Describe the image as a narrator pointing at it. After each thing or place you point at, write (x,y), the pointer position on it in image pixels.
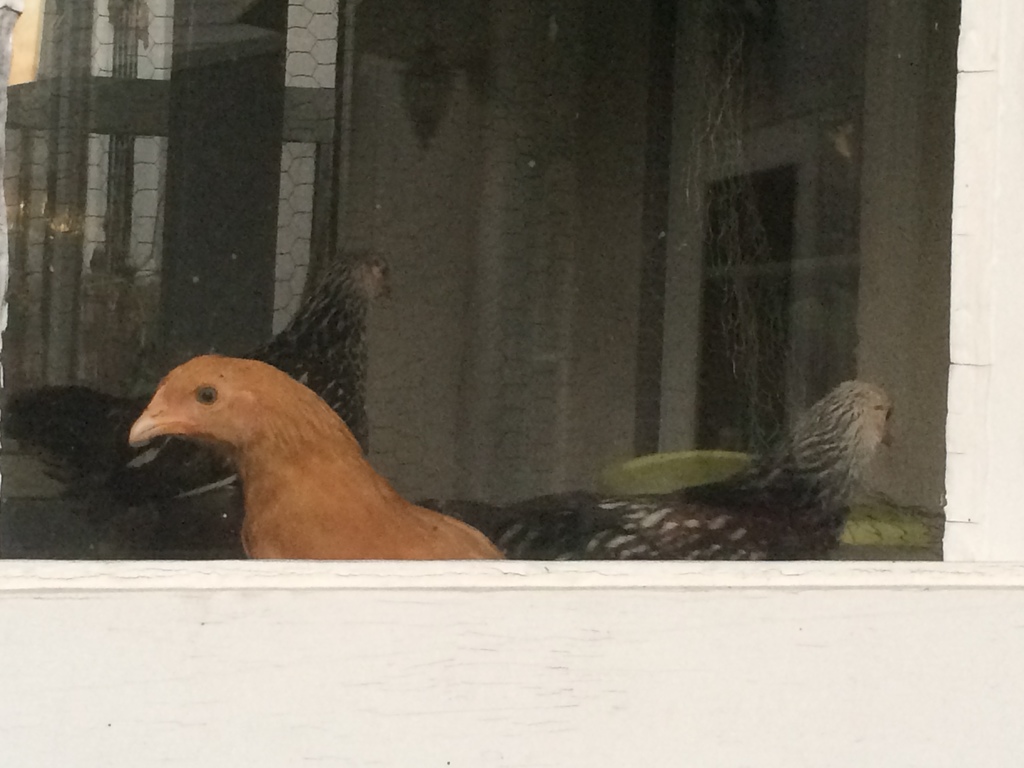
In the image there are hens (259,400) visible through a window (792,376) and around the window (784,168) there is a white surface (999,43).
